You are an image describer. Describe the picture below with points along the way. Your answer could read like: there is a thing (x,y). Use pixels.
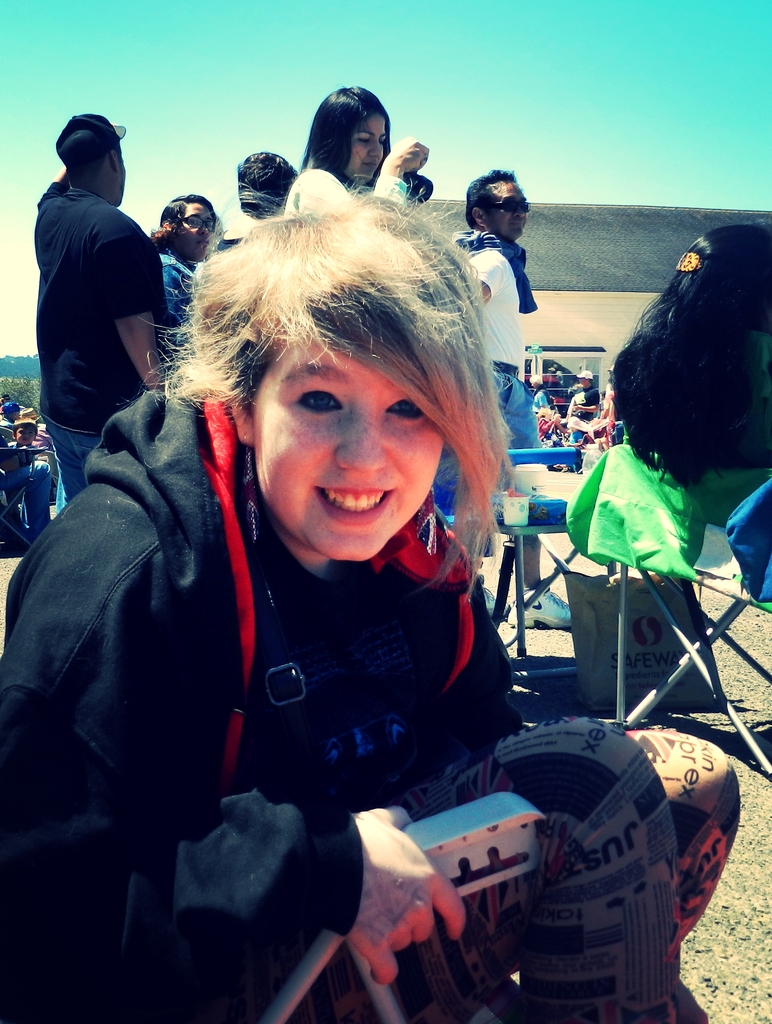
In this image I can see people (371,531) where few are sitting on chairs (22,535) and few are standing. Here I can see smile (372,490) on her face (368,413) and in the background (609,183) I can see a carry bag (642,659) and the sky (619,117).
